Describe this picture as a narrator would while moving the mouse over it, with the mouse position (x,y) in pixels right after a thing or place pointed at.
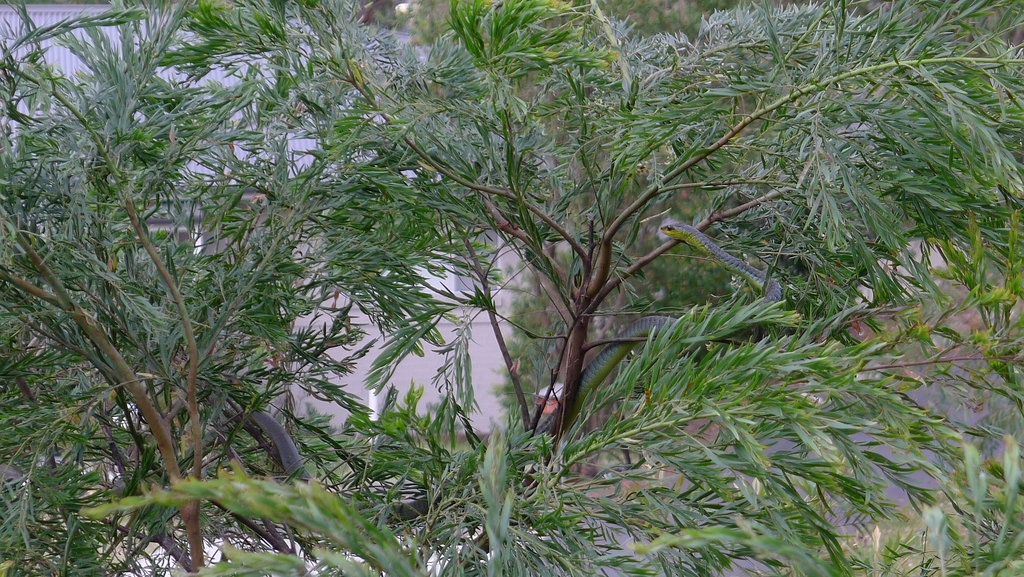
In this picture we can see a snake (626,326) on the tree (634,383).
